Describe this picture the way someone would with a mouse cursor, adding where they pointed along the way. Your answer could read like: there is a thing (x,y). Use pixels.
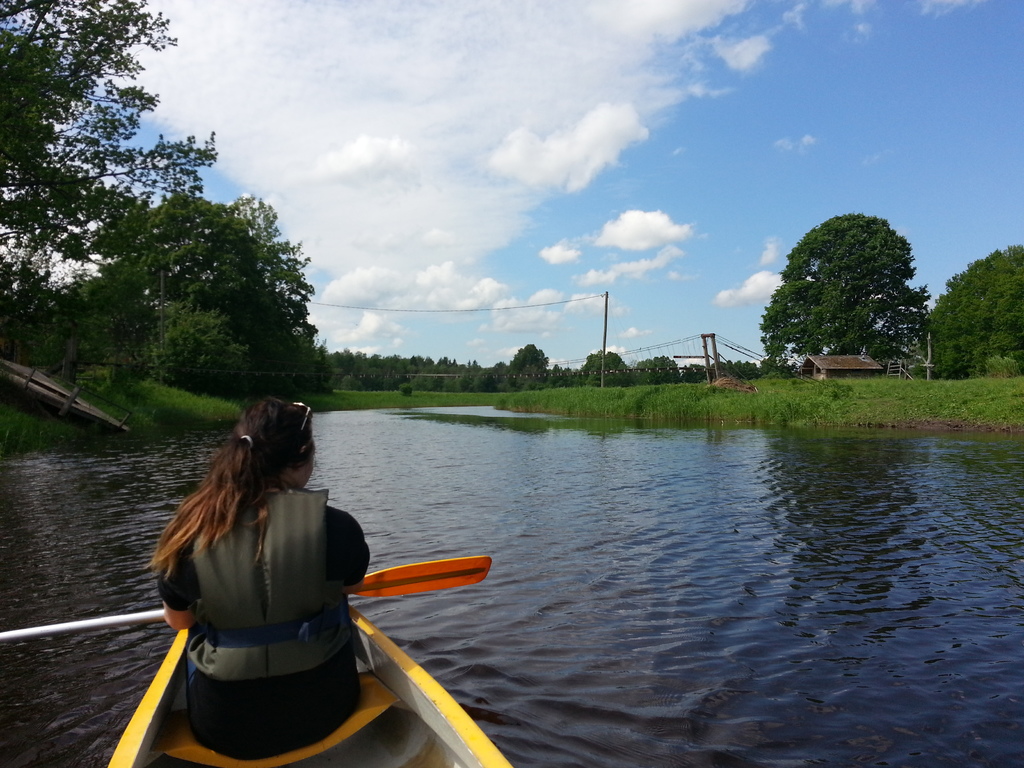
In this image there is a lake (498,657) in the bottom of this image (595,617) and there is one person (235,686) is in the boat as we can see in the bottom left side of this image (290,638). There are some trees (332,378) in the background (811,333). There is a cloudy sky (724,348) on the top of this image (553,221). There are some current poles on the right side of this image (707,352).
